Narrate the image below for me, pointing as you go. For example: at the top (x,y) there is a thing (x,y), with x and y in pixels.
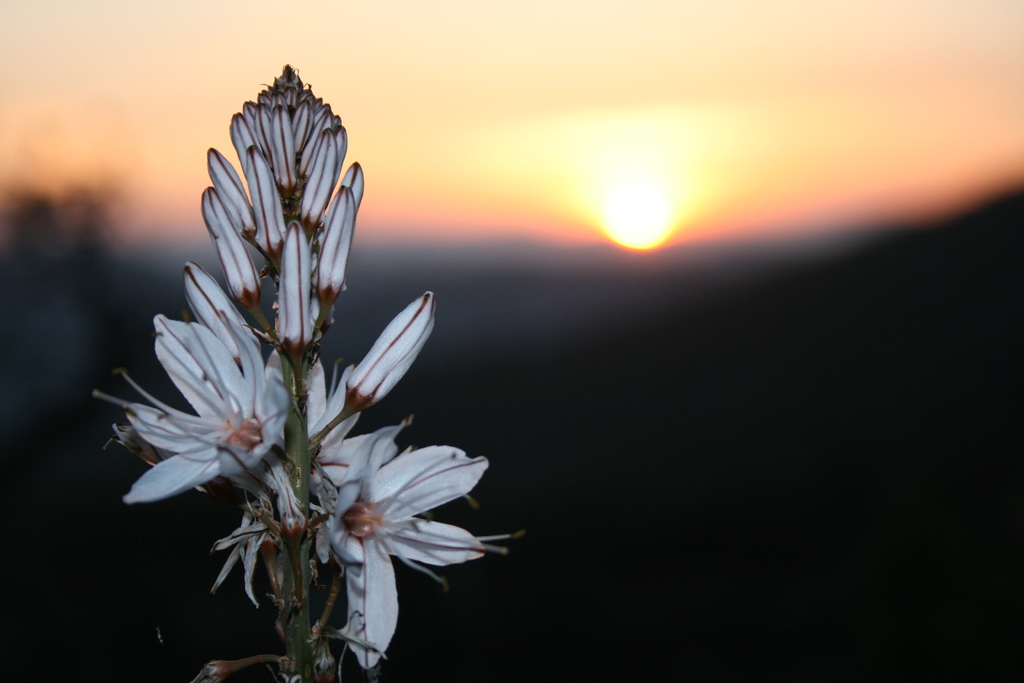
In the front of the image (216,416) there are flowers (334,453), buds (253,155) and stem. In the background of the image (625,279) it is blurry.
